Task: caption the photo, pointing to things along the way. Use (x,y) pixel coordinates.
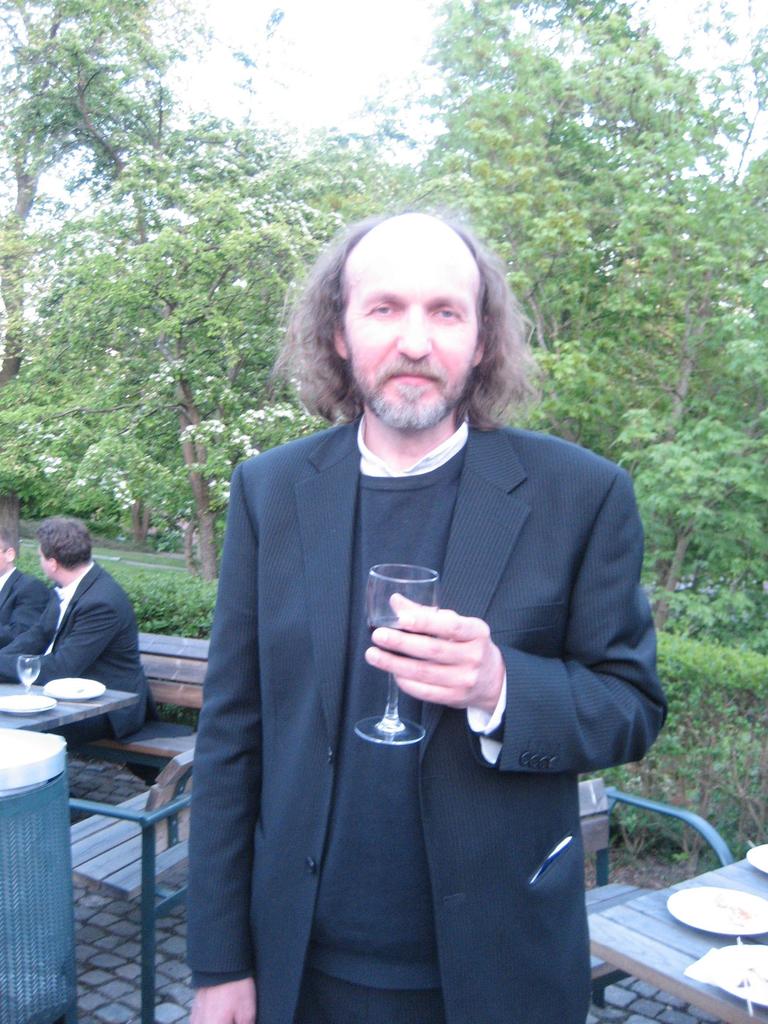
Man (288,736) in black blazer (534,825) standing in front of the picture is holding glass (395,611) in his hands (439,660). Beside him, we see two men (67,621) sitting on bench (192,664) are talking to each other. In front of them, we see a table (57,711) on which plate (64,694) and glass (31,688) are placed. Behind them, we see trees (649,431).
